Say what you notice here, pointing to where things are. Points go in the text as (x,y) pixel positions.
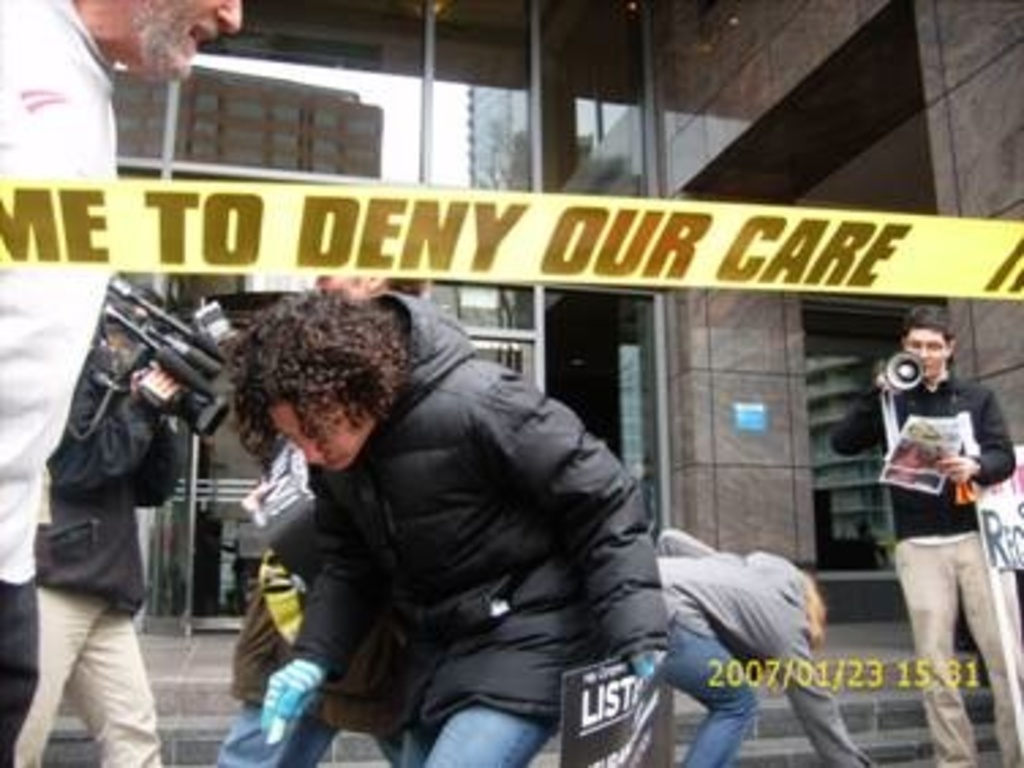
Here we can see few persons (953,724). He is holding a camera (147,307) with his hands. There is a person (901,496) holding papers (938,452). In the background (792,324) we can see a building (815,418).
